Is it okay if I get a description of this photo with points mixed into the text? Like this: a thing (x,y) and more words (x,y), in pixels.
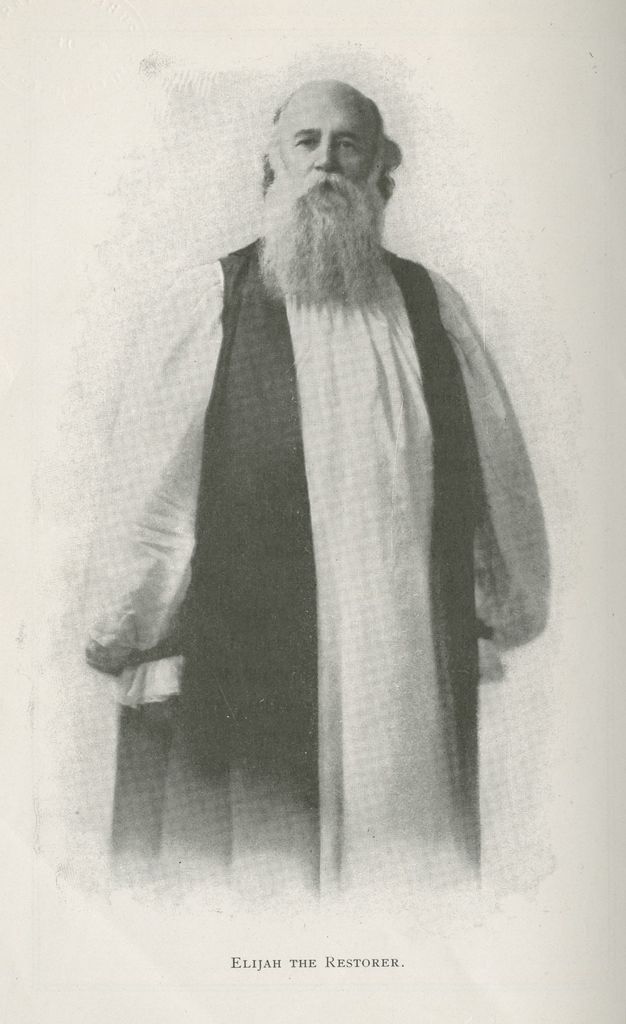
In this picture there is a man (459,317) who is wearing white and black dress (319,486). On the bottom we can see a watermark (334,955).
